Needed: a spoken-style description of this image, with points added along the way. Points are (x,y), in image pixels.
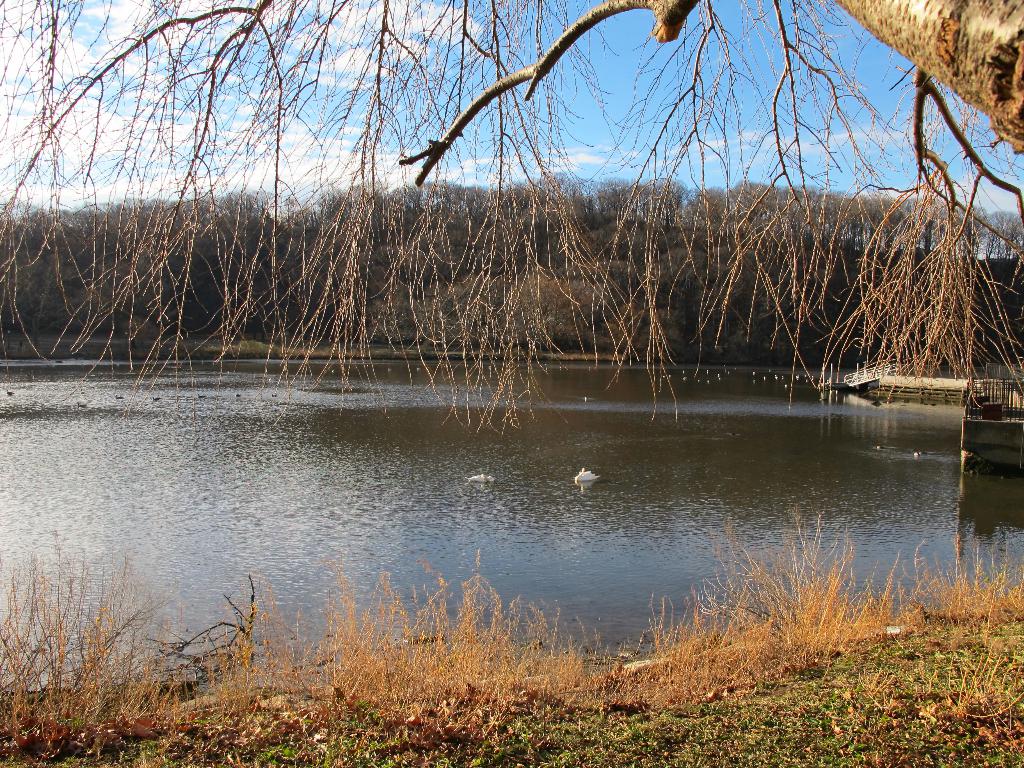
In this picture we can see water (223,642), trees (815,257), grass (426,745) and in the background (629,80) we can see the sky (579,123) with clouds (117,187).
